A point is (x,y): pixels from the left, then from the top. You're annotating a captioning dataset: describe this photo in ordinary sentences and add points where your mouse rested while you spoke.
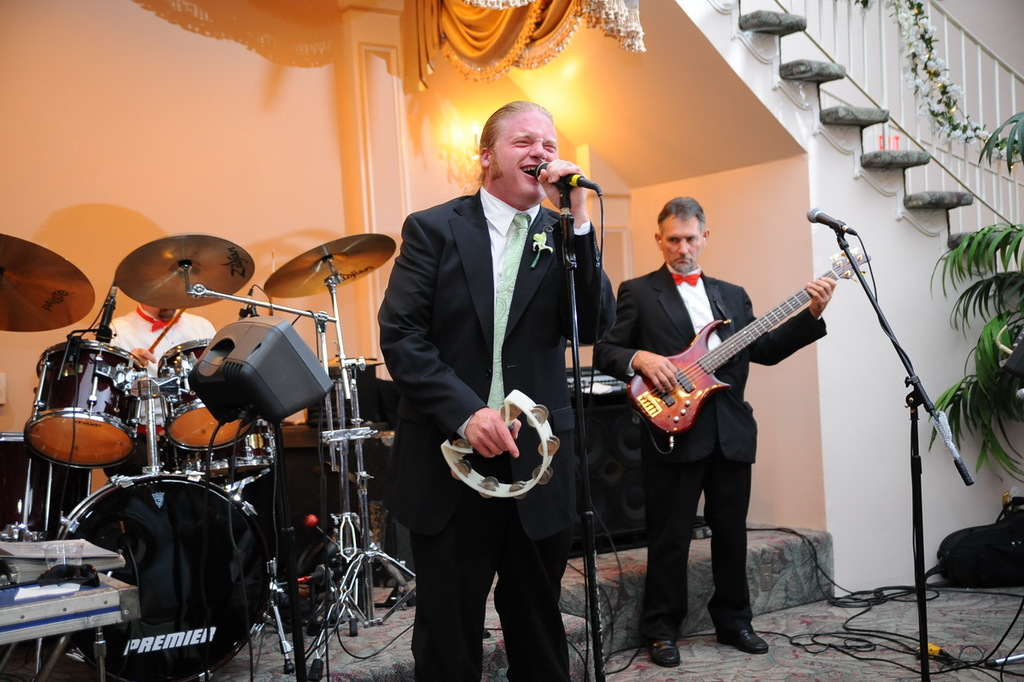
On the background (358,99) we can see wall (454,102), light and curtains (457,5). This is a staircase (764,19) decorated with flowers (959,94). This is a plant (987,437). This is a floor (869,663). Here We can see a man (579,173) standing in front of a mike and singing. We can see a man (187,324) sitting and playing drums (219,426). We can see a man (733,316) standing in front of a mike (848,233) and playing guitar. These are wires (966,661).
